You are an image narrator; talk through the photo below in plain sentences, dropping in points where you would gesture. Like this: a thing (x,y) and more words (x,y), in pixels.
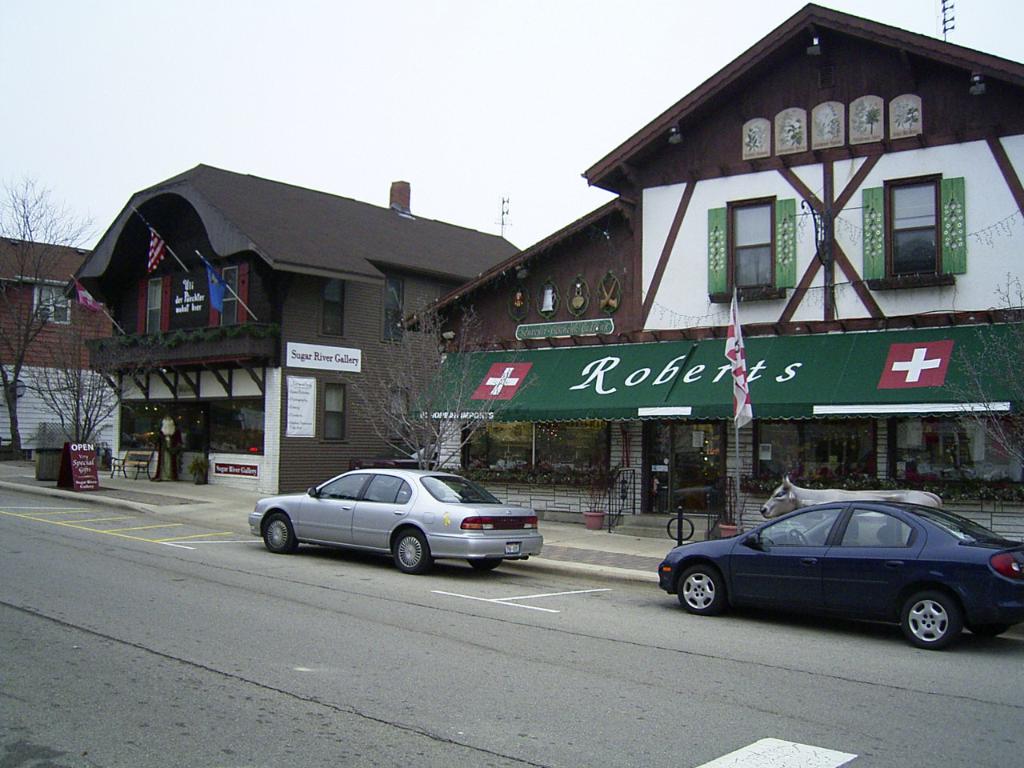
This is the picture of a road (505,656). In this image there are vehicles (782,591) on the road (128,684). There are trees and there is an animal (789,500) and flag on the footpath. At the back (636,243) there are buildings (976,206). At the top (336,106) there is sky (336,106). There are hoardings (571,333) and flags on the building (331,385). At the bottom (368,694) there is a road (258,636).
